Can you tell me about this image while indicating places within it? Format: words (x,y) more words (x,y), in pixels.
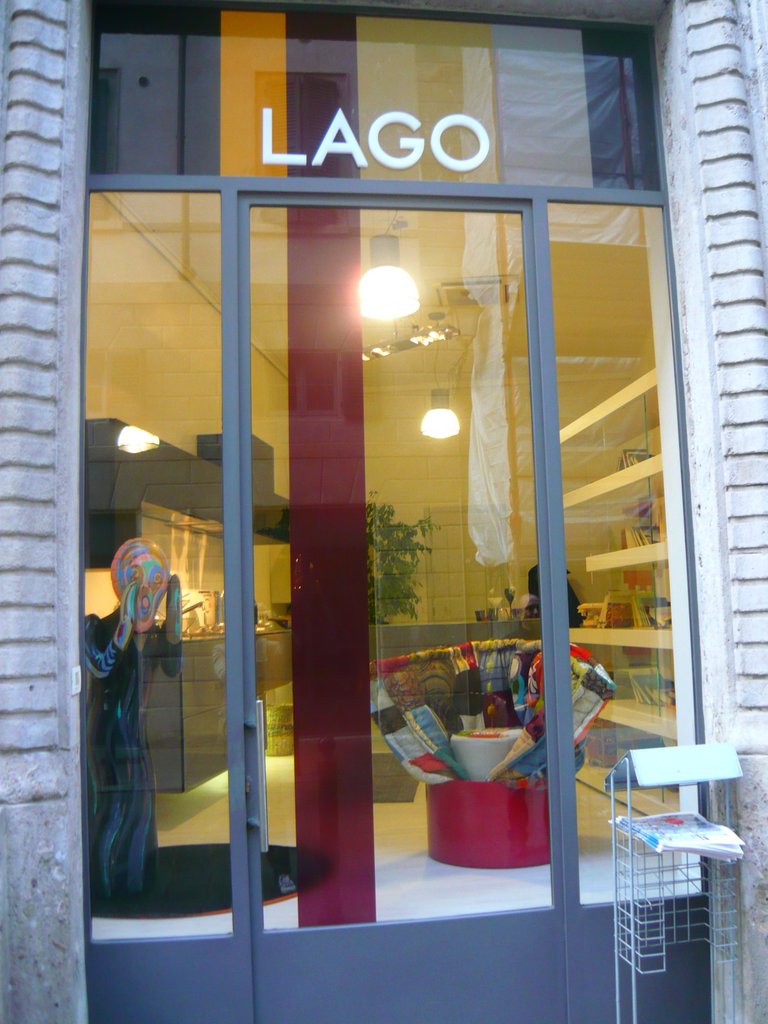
In this image we can see glass door (107,345) to the wall (72,256) on the top (437,138) there is a text (418,138) written on the glass (325,95), there is a stand (662,850) with papers (679,834) in front of the door (680,810), through the glass (377,792) we can see a tub (471,823) with few objects (474,712) in it and there is a shelf (641,389) with objects (631,605), there is a house plant (390,582) and lights (437,326) to the ceiling (415,322) and a doll (140,837) on the left side (140,827).
